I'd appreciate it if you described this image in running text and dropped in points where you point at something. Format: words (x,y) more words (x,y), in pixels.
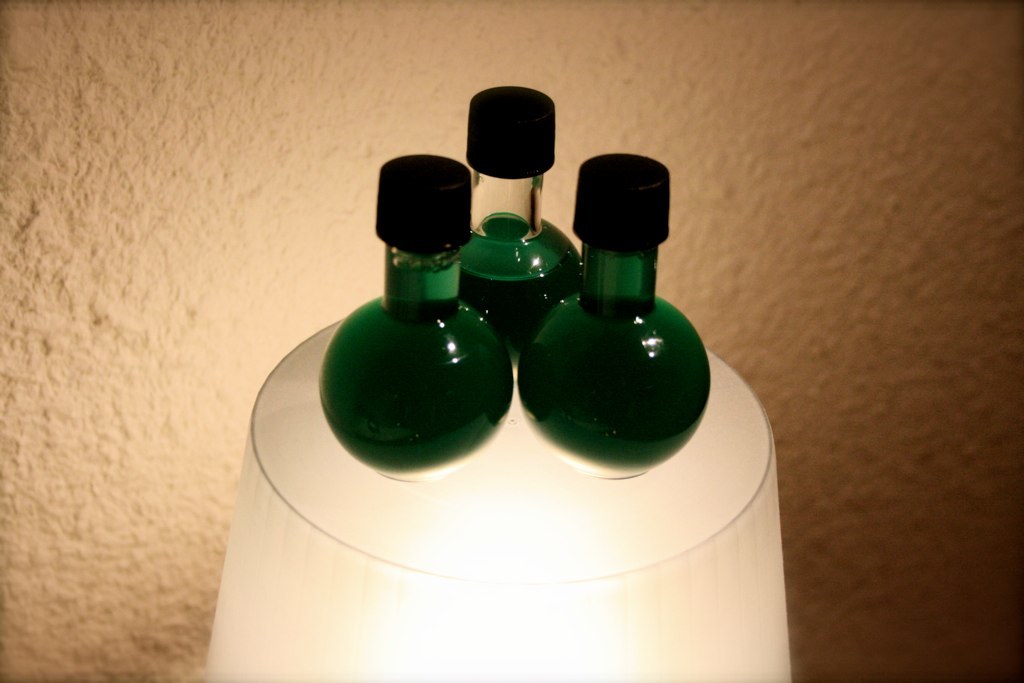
We can see three jars (493,240) with caps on the lamp (491,533). On the background (134,137) we can see wall (133,346).
